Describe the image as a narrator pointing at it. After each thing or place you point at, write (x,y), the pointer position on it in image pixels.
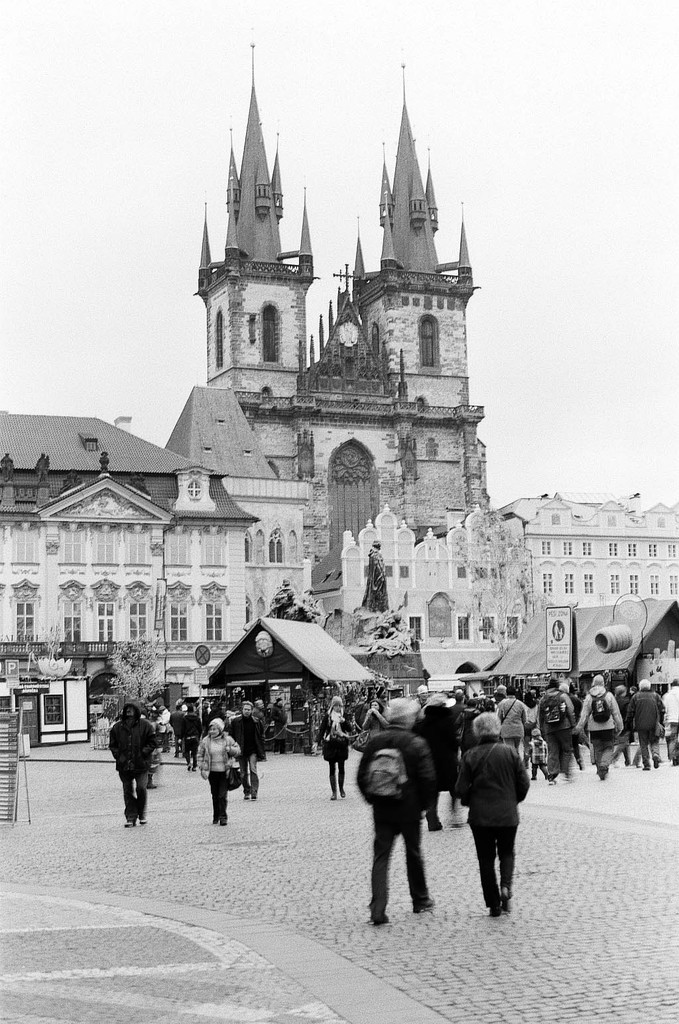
In the foreground (231,795) I can see a crowd (506,795) on the road (83,749). In the background (246,582) I can see a statue (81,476) and buildings (198,494). On the top (119,165) I can see the sky (173,215). This image is taken during a day.
